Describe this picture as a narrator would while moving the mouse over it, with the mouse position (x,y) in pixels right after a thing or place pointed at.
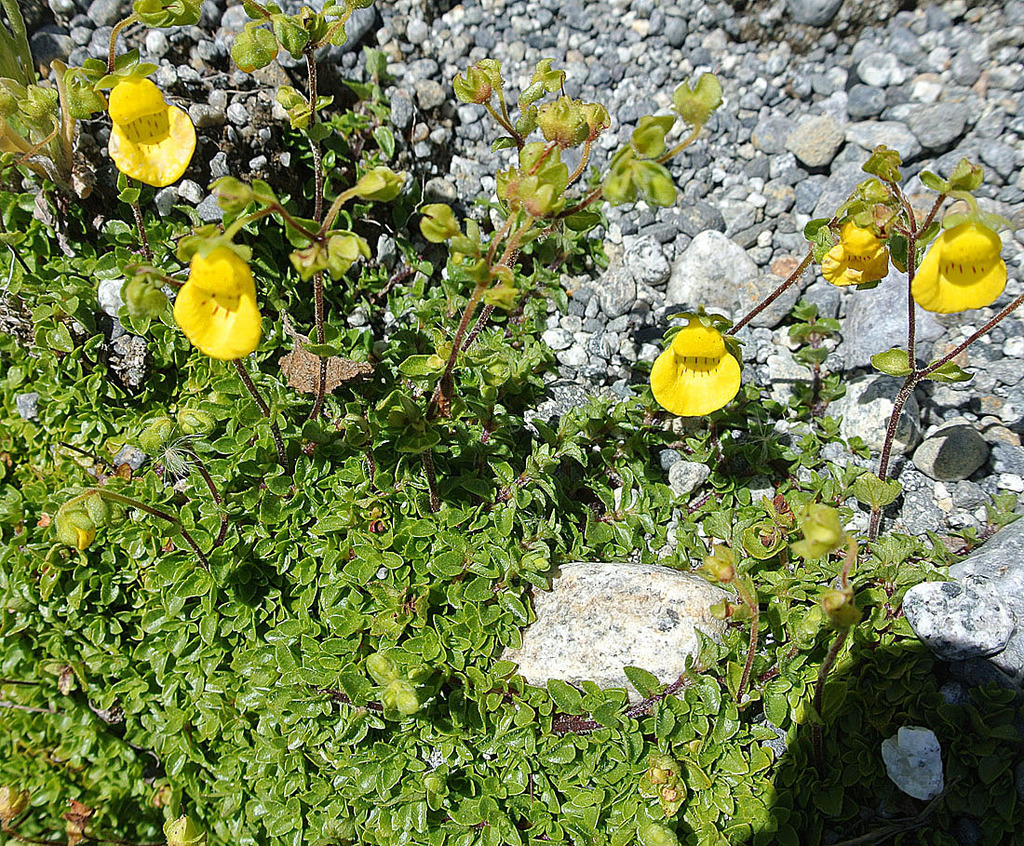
In this image, we can see some plants (340,388) and stones (393,62).
